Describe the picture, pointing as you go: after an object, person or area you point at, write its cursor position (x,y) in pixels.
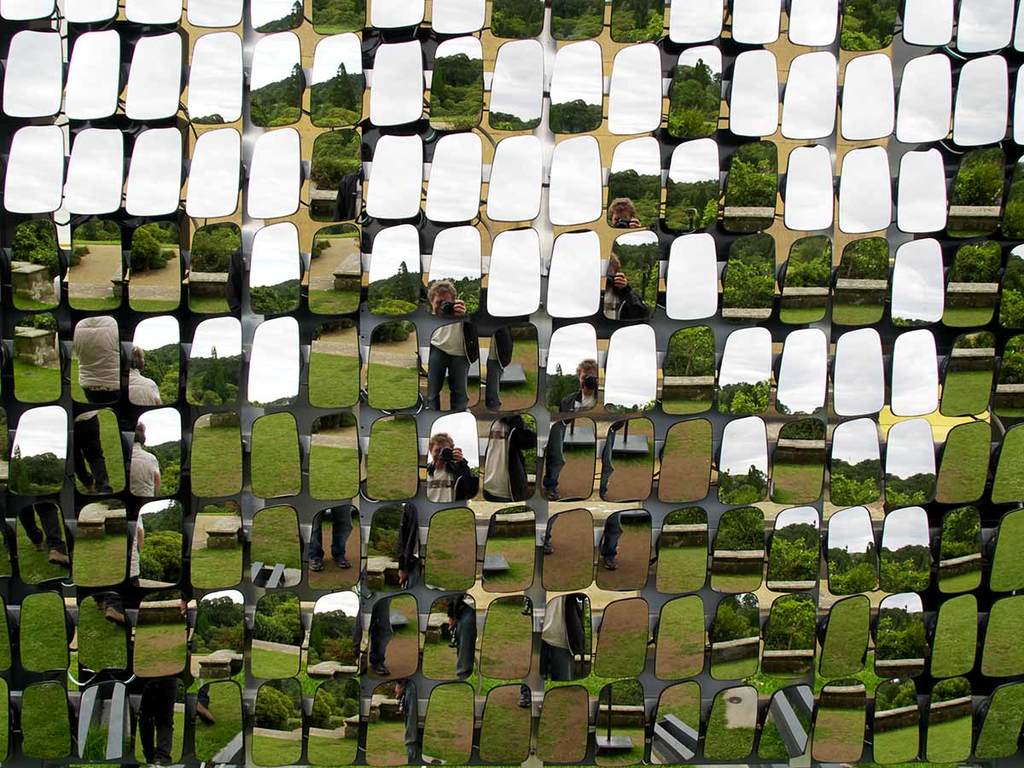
In this picture, we can see a few mirrors (369,287), and we can see some reflections (648,456) on mirrors (36,491).
